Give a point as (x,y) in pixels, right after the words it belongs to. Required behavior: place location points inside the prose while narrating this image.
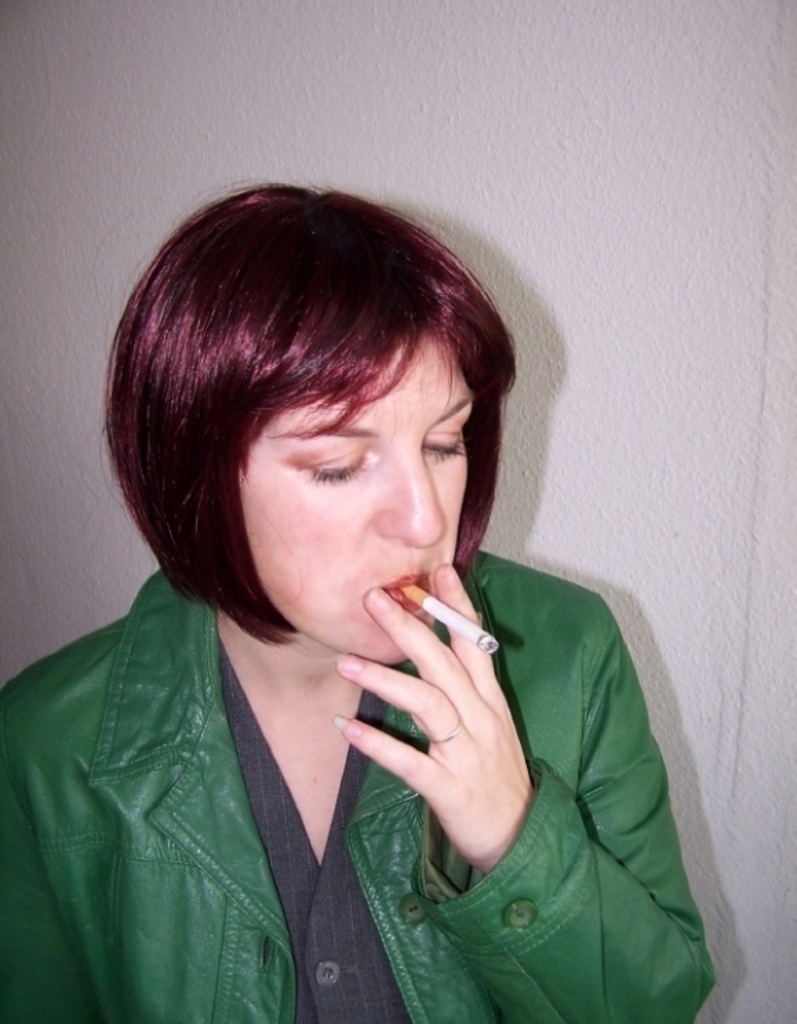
In this image, there is a person (596,676) in front of the wall (685,707) wearing clothes (421,925) and holding a cigarette (432,604) in her mouth (406,608).
